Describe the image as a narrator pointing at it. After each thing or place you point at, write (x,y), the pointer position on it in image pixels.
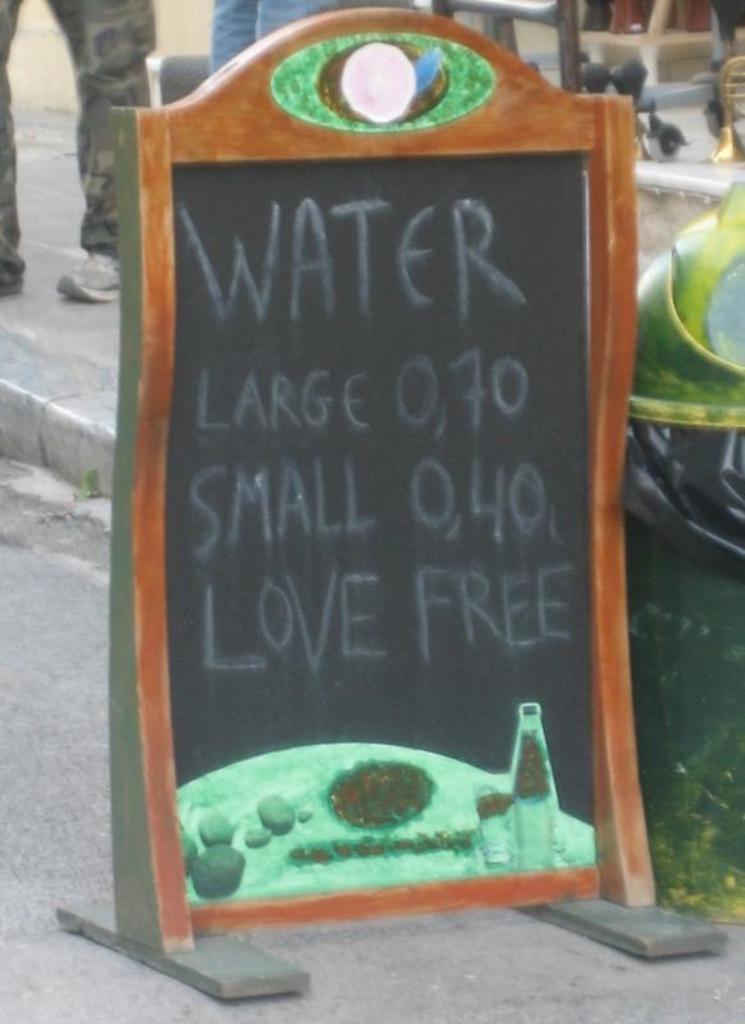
This looks like a board (290,281) with the letters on it. I think this is the dustbin (706,530). In the background (238,28), I can see two people (245,38) standing.
